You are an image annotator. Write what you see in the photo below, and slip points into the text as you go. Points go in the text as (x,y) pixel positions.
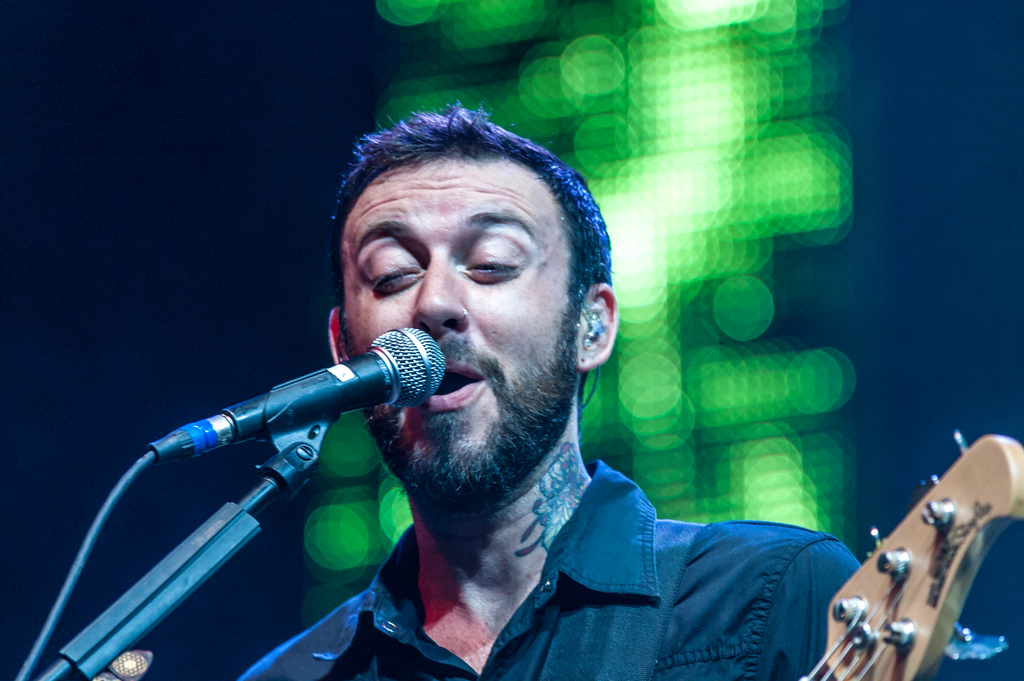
In this image I can see a man (508,458) singing a song using a mike (373,375). He is holding a musical instrument (898,623). This is a mike (257,414) with the mike stand (151,600).
